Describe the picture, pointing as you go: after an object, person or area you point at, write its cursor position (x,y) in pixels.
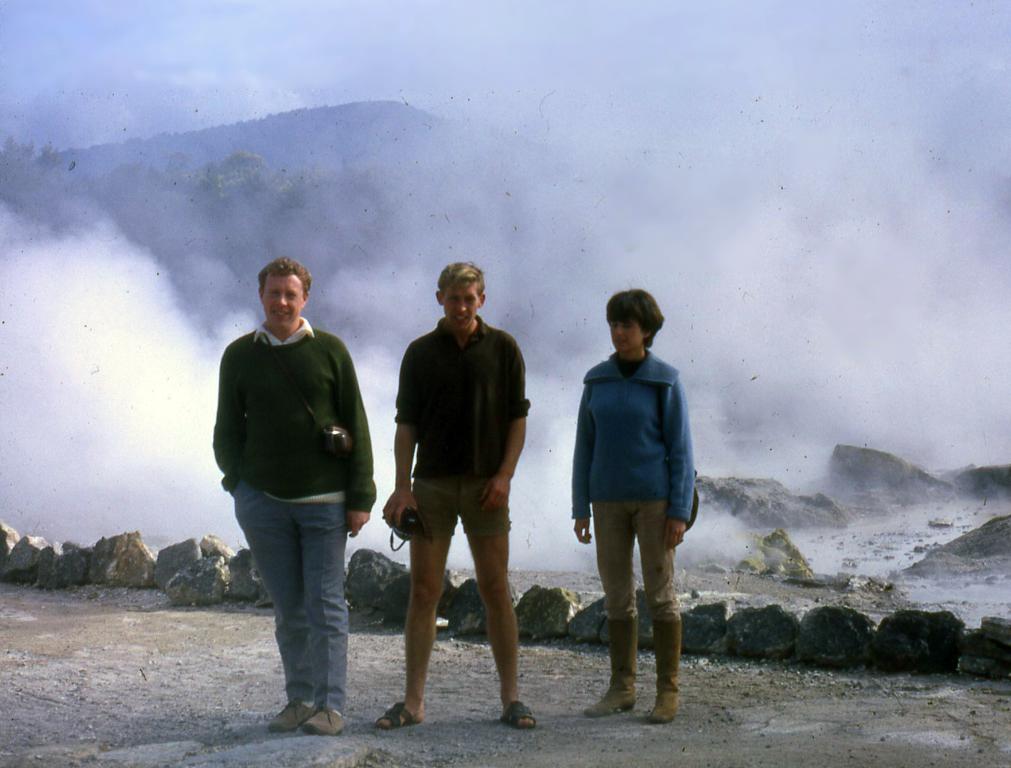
In this image I can see three persons (312,338) are standing in the front (488,414) and I can see the middle one (400,482) is holding an object (410,530). In the background (152,587) I can see number of stones (55,563), smoke (112,429), few trees (224,165) and the sky (136,83).
